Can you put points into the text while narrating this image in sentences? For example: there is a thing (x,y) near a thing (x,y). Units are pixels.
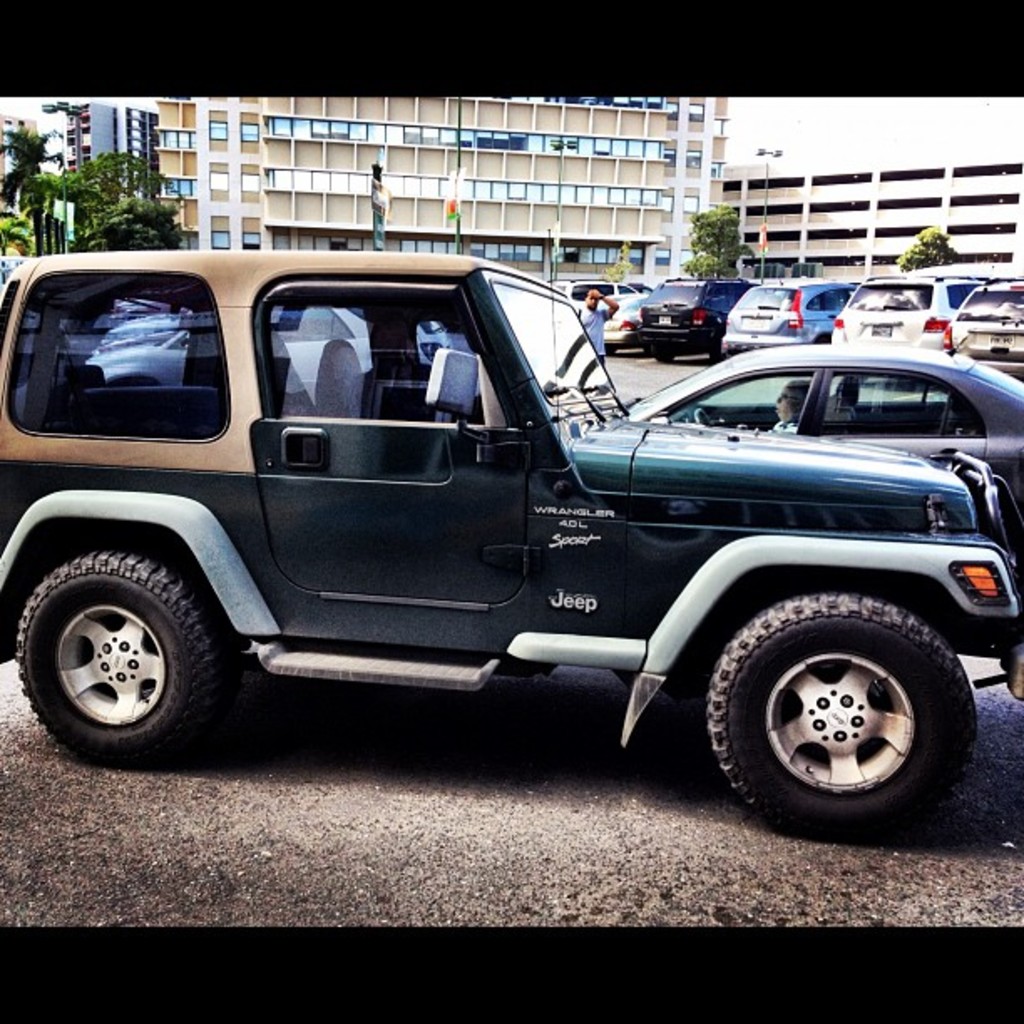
In this picture we can see vehicles (549,361) and a person (586,311) on the road (654,360). Behind the vehicles (210,338), there are poles (62,176), trees (85,222) and buildings (531,213).
